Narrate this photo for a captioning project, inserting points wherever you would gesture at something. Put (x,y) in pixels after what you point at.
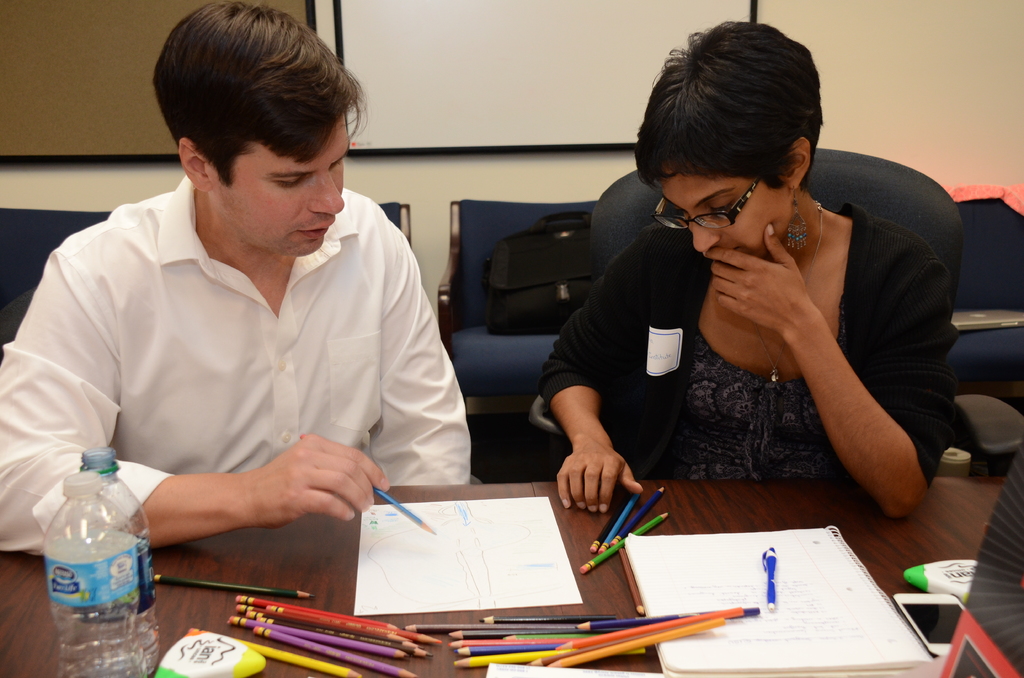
This 2 persons (680,381) are highlighted in this picture. This 2 persons (677,391) are sitting on a chair (835,203). Background (583,23) there is a whiteboard (553,54). This is a couch (499,357). On a couch (534,361) there is a bag (565,267). In-front of this 2 persons (319,368) there is a table (906,527). On a table (227,629) there is a paper (412,580), color pencils (496,630) and a bottle (141,571). This man (255,470) holds pencil (384,494). This woman (810,280) wore spectacles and black jacket (694,264). On a table (942,507) there is a mobile (955,622).
